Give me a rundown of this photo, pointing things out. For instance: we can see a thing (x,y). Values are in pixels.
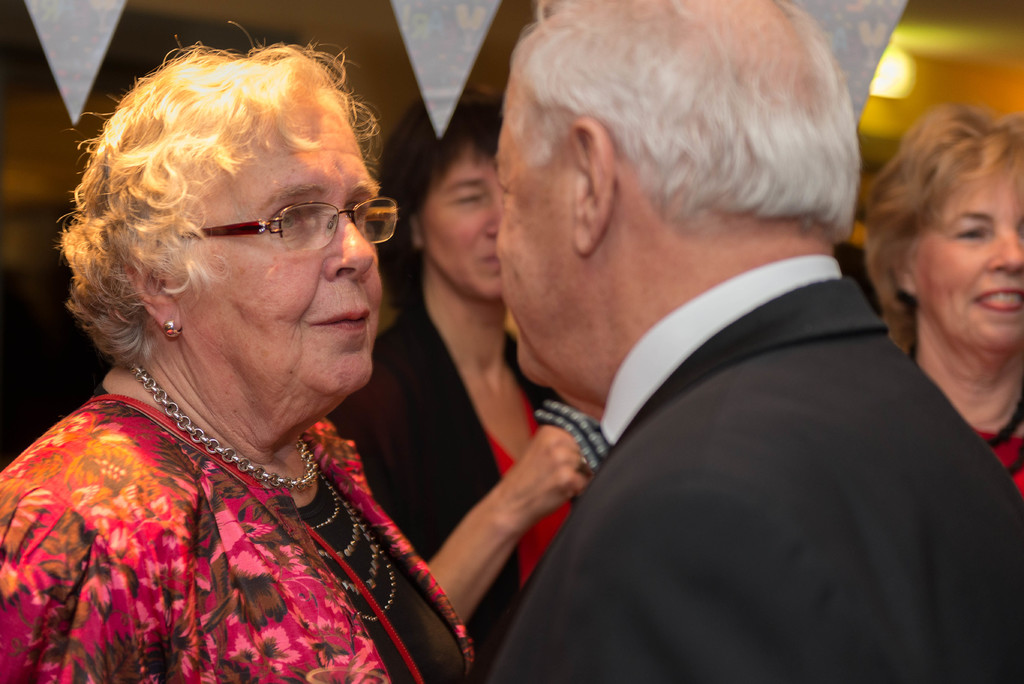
Here I can see a woman (198,601) and a man (590,259) are looking at each other. In the background (915,298), I can see more two persons (982,231). The background (457,222) is blurred.
